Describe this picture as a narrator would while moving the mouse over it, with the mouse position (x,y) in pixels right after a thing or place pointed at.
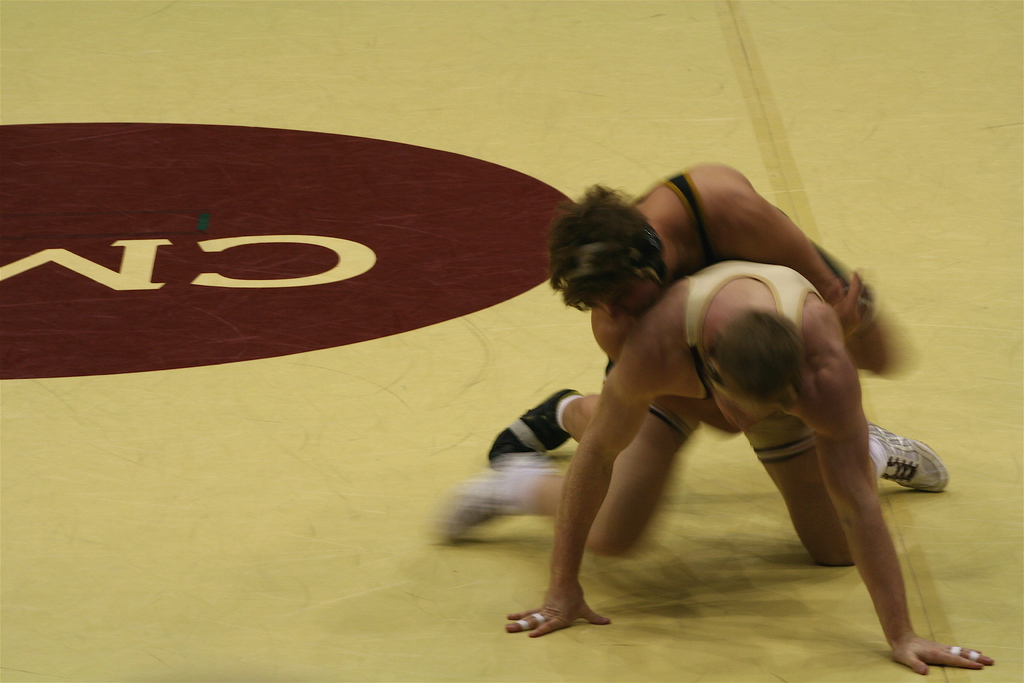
In this picture we can see two persons (629,517) on the ground (666,44) where a person (711,182) is holding another person (779,485).
